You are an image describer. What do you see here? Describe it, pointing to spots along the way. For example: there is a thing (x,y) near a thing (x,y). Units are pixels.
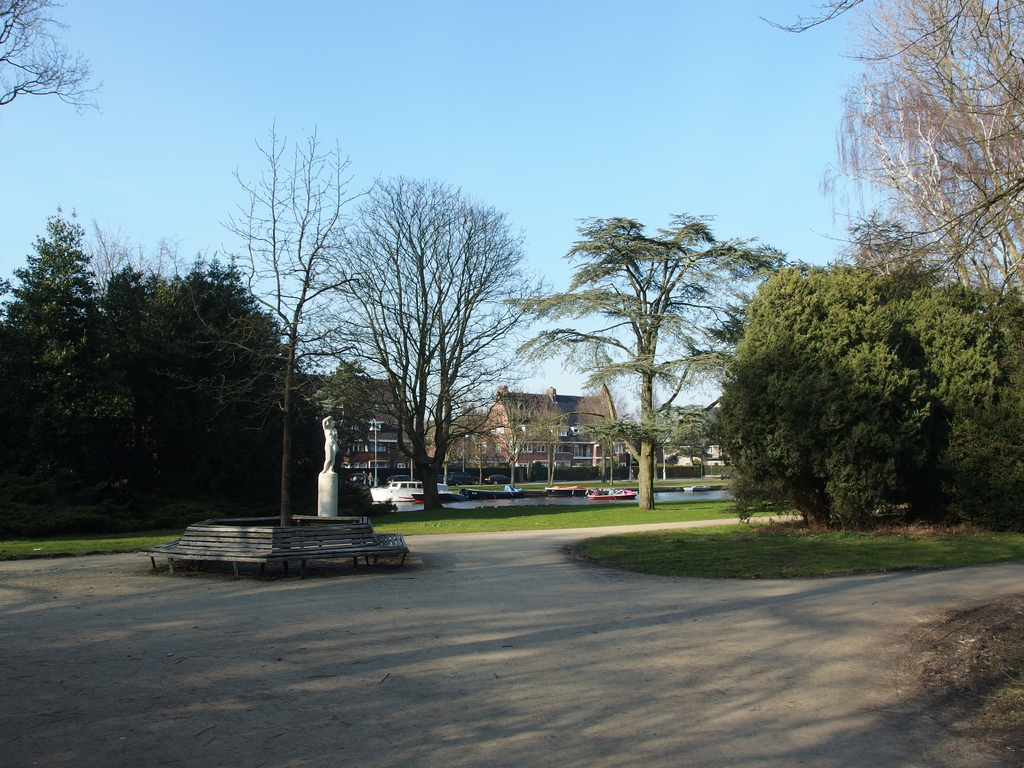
In front of the image on the road (286,580) there is a statue (323,486), behind the statue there is grass (384,520), in the background of the image (280,444) there are trees (280,444) and buildings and there are ships (420,492) on the water (595,500).
